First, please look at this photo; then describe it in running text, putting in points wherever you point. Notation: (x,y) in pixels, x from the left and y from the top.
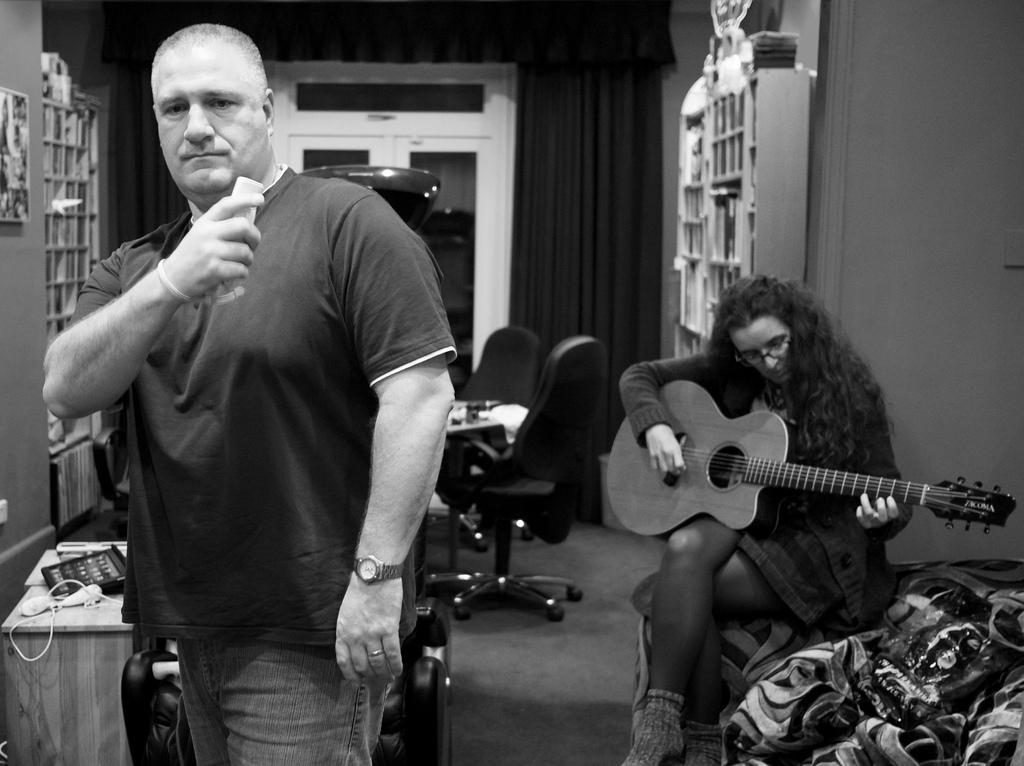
A man (245,443) is standing and woman (782,591) is sitting and playing guitar (760,492). Behind them there are chairs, curtain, door (466,164), bookshelf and a table (59,628).
